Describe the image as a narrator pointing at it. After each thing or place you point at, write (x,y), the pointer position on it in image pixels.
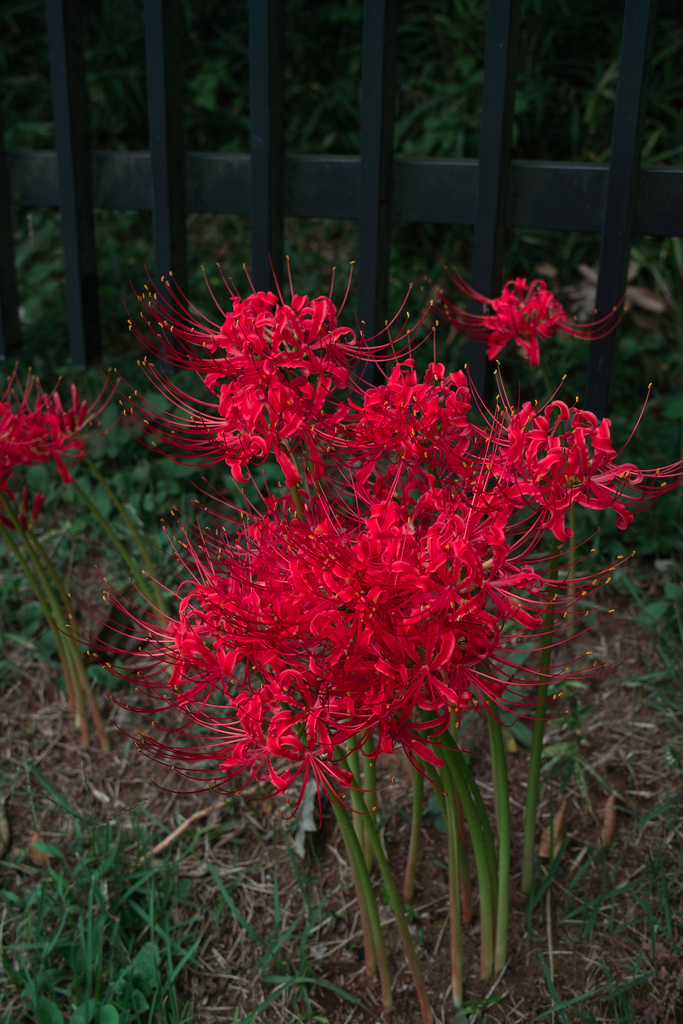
In the background (300,173) we can see a black grill (496,203) and plants (467,95). Here we can see red flower plants (420,669) and grass (156,883).
